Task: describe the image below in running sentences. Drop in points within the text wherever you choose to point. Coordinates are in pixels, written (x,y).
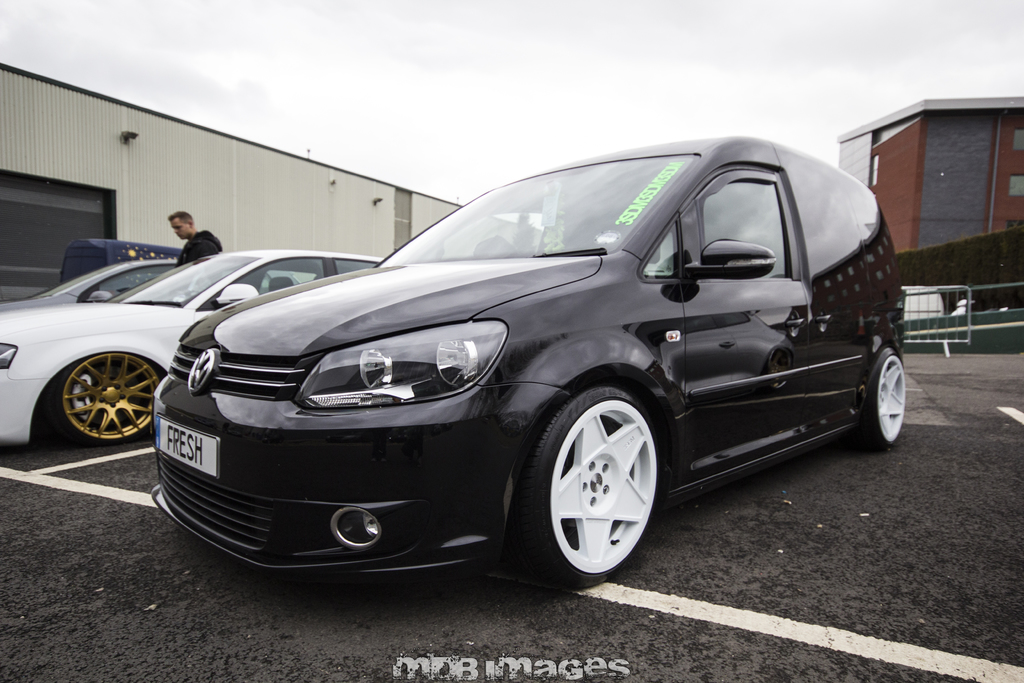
In this image there are vehicles (193,338) and there is a person (187,256). In the background (252,201) there are buildings (856,174) and there are plants (939,251) and there is a fence (950,306) and the sky (570,73) is cloudy.
